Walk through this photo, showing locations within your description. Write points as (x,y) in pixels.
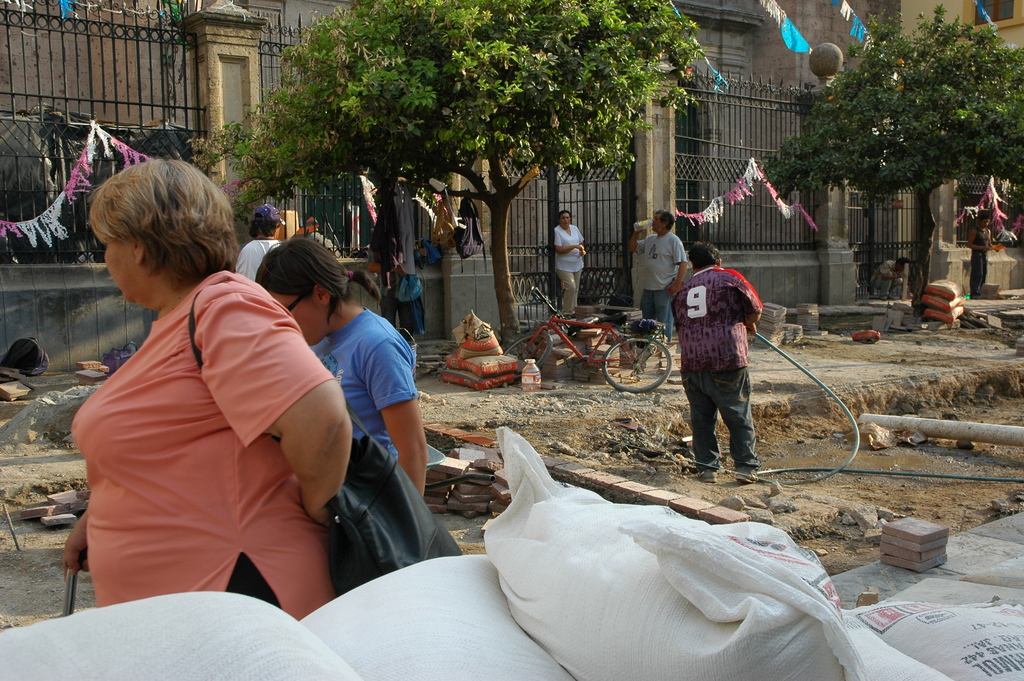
In this image, we can see a few people (713,419) standing. We can see the ground (880,375). There are some objects (482,360) like cement bags (463,382), bicycle (515,353), a pipe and some bricks (907,314). We can see some trees (461,37), plants (908,132). We can see the fence (763,204) and a few pillars (645,186). There are a few houses (902,9). We can see some flags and clothes (419,280).
